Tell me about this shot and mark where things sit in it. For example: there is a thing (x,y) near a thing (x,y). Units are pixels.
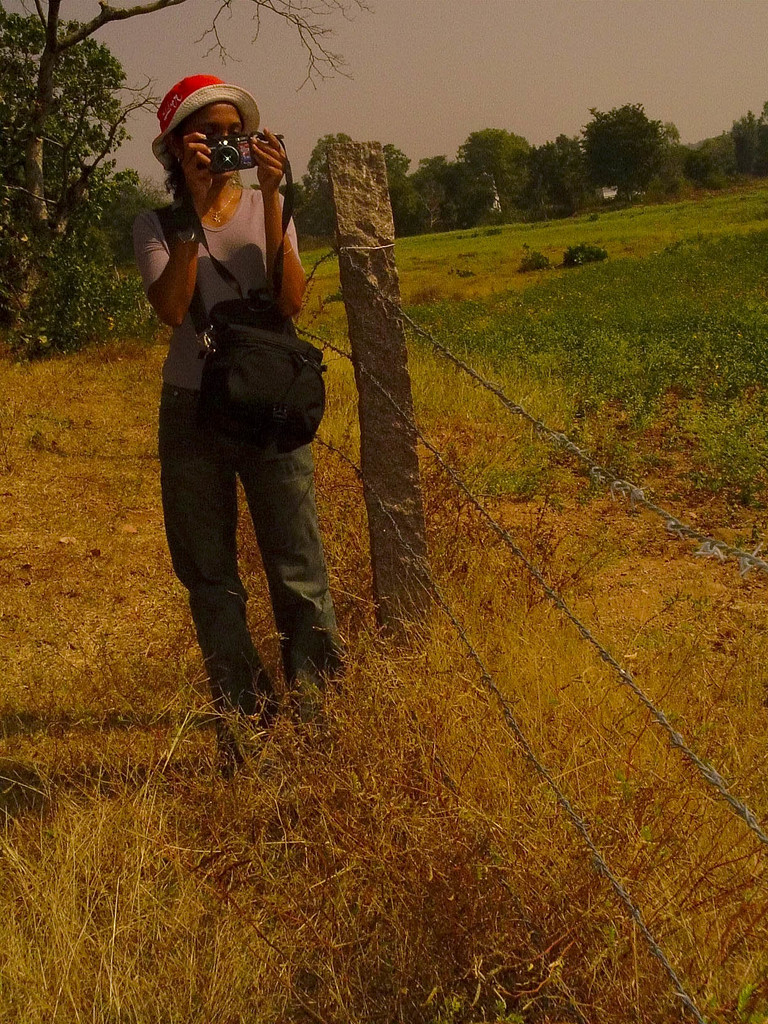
In the center of the image (308,571) a lady (300,301) is standing and wearing hat (187,106) and bag (219,350) and holding a camera (249,159). In the background of the image (513,285) we can see the trees (622,150), fencing (371,204), grass (547,294) and some plants (584,383). At the bottom of the image (200,892) we can see the ground (286,889). At the top of the image (368,81) we can see the sky (440,38).
